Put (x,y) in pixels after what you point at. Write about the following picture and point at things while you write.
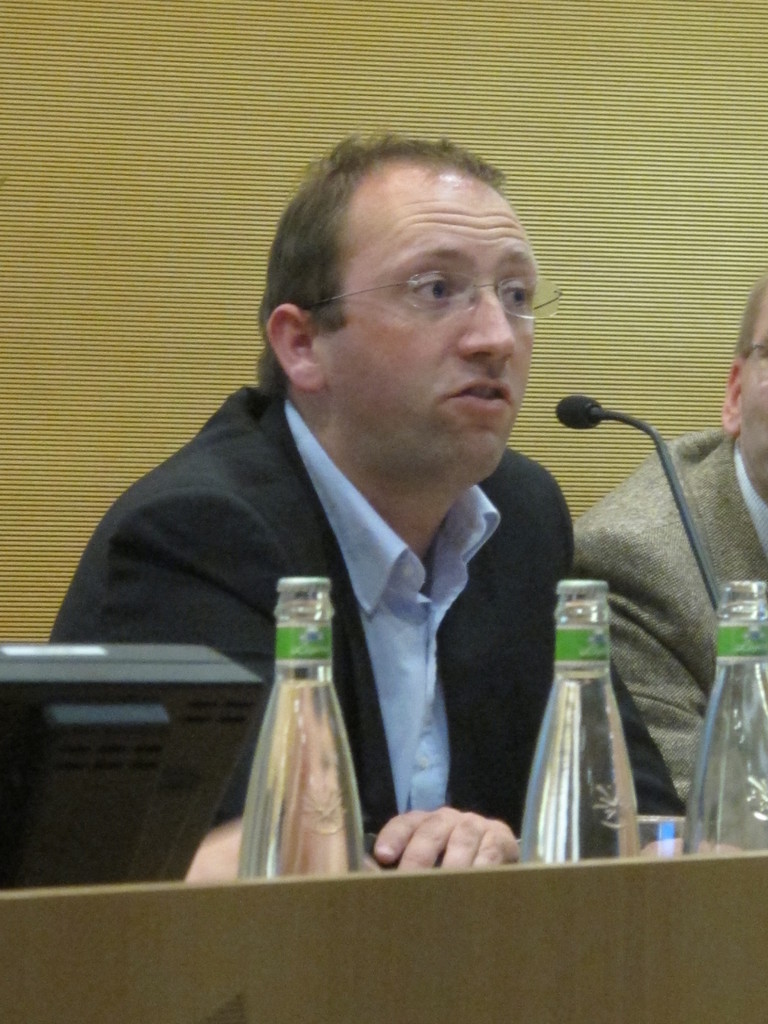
This picture shows two men (444,552) seated and we see a microphone (716,602) and three bottles (728,842) and a monitor (172,834) on the table (17,925) and the man (488,419) speaking with the help of a microphone (573,419).
